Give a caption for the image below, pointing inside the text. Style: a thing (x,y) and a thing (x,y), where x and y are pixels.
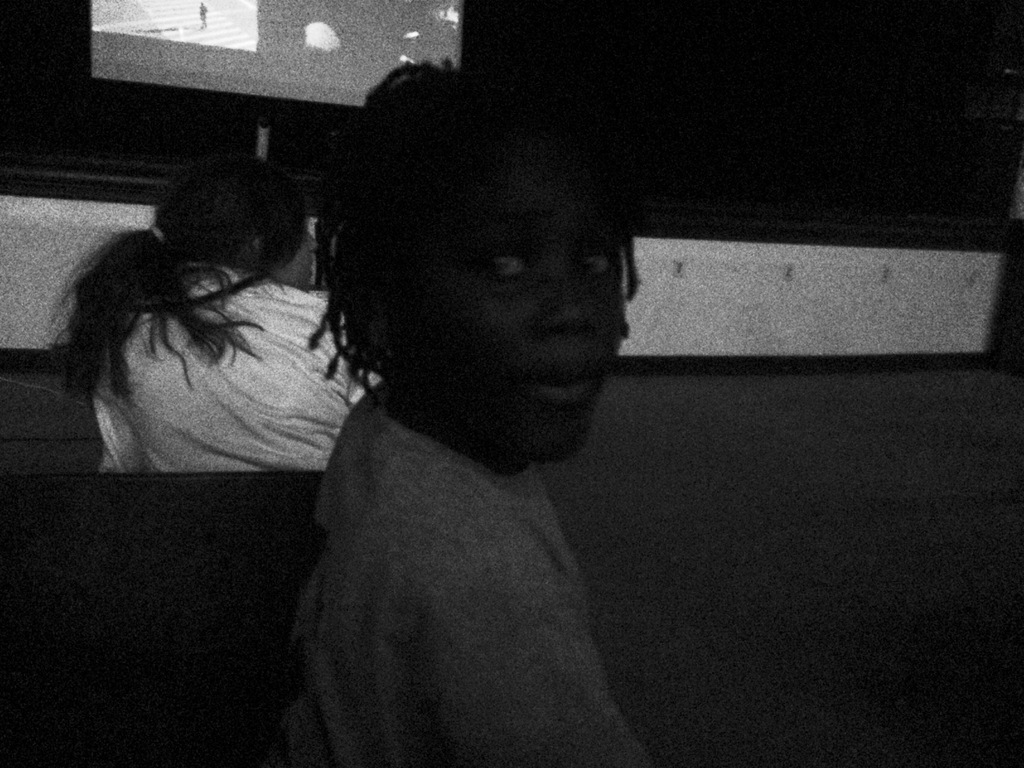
In this picture we can see few people (347,444), television (305,71) and dark background (794,188).
